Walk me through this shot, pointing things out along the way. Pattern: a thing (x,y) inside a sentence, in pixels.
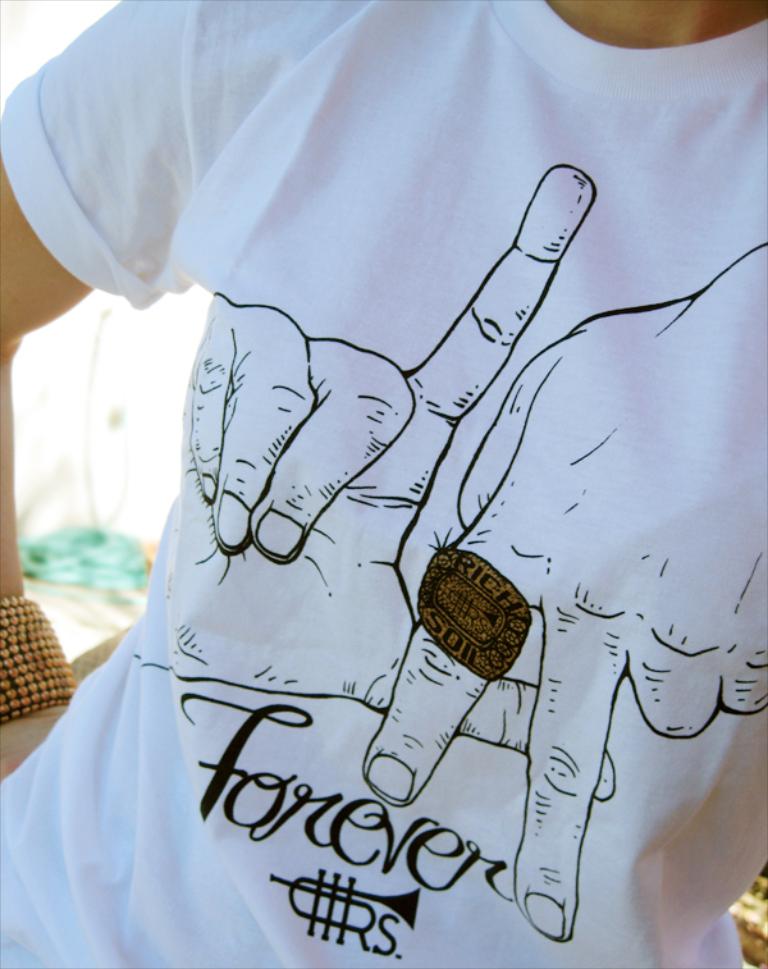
In this image we can see a person (691,294) wearing a white shirt (722,586), there is some text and hands (392,719) with a ring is printed on the shirt (464,788).
